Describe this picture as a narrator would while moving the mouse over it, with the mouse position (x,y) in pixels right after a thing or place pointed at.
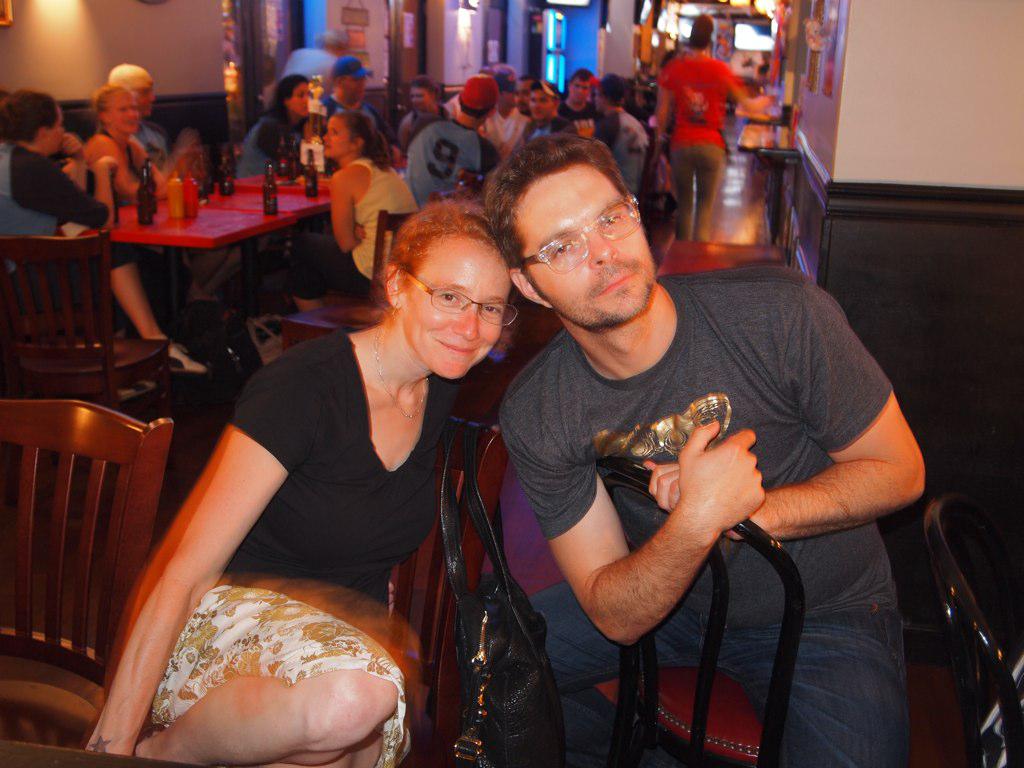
In this image we can see some people (580,462) are sitting on the chairs (468,531), some tables (228,239), some chairs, one black bag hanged to the chair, some objects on the tables (773,145), some people (564,172) are holding some objects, one person (675,66) walking, some objects (819,10) attached to the walls (485,12) and some objects (183,335) on the ground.
